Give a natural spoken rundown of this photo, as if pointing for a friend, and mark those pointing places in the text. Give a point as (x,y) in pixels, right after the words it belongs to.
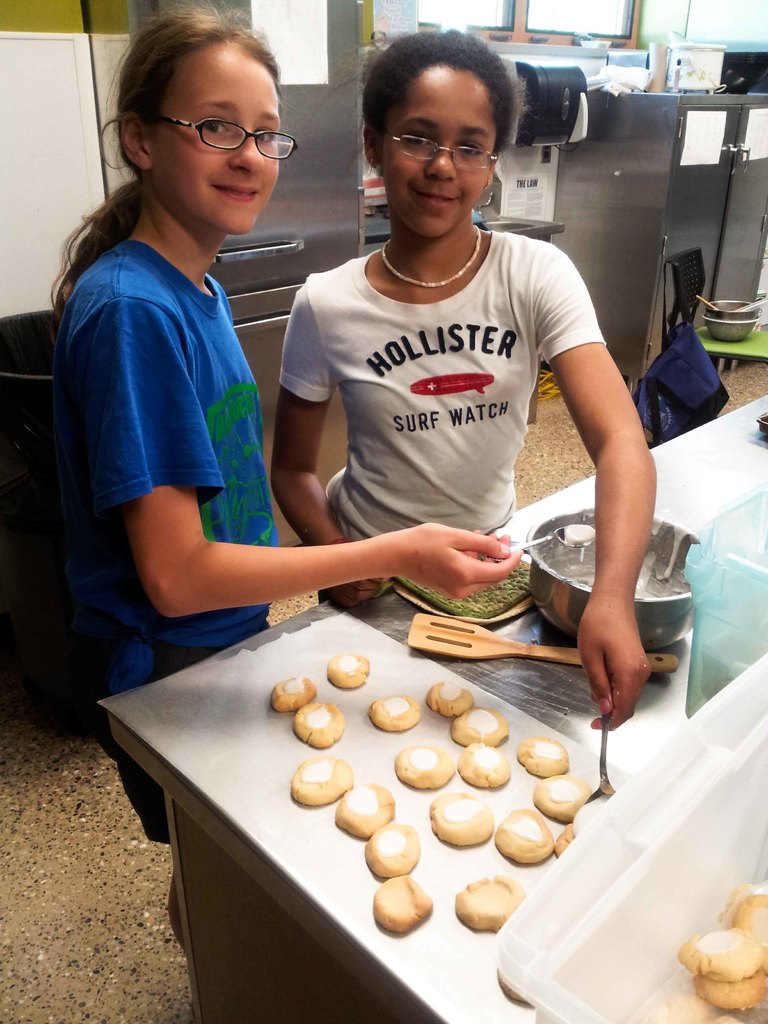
In this image we can see two children (364,393) holding the spoons (520,546) standing beside a table (527,632) containing some biscuits (408,711), spatula (673,669) and a bowl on it. On the backside (610,222) we can see a container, an oven (360,216) and a chair (685,261).
